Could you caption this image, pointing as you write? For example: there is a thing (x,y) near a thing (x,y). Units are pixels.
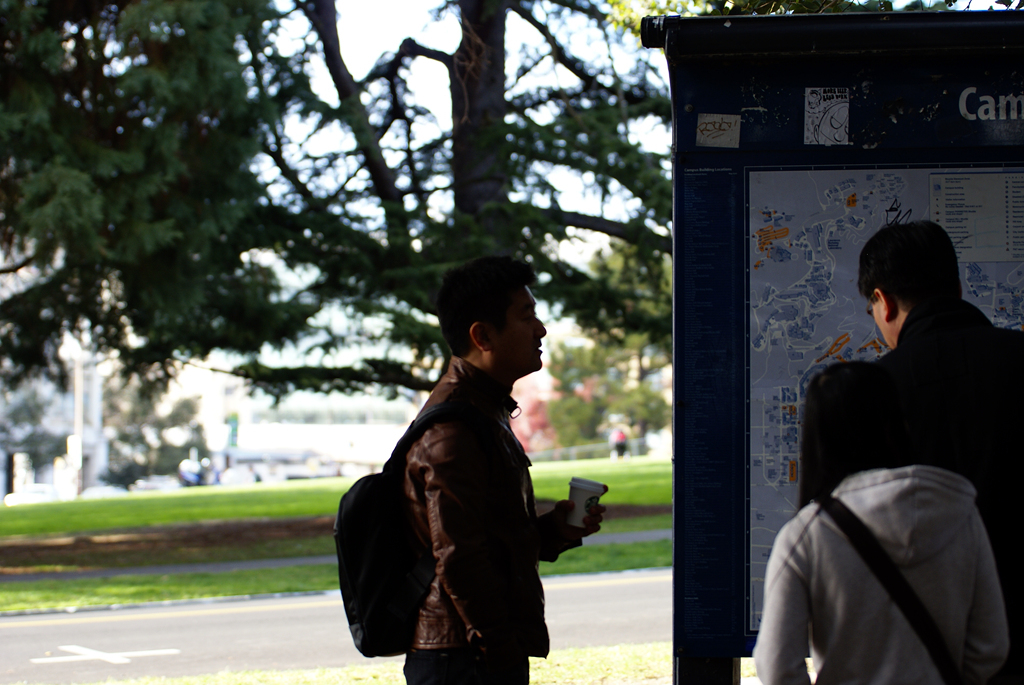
In this picture there are people (482,348) and we can see board (804,192). In the background of the image (610,393) it is blurry and we can see trees (5,350), grass (20,512) and sky (385,120).
